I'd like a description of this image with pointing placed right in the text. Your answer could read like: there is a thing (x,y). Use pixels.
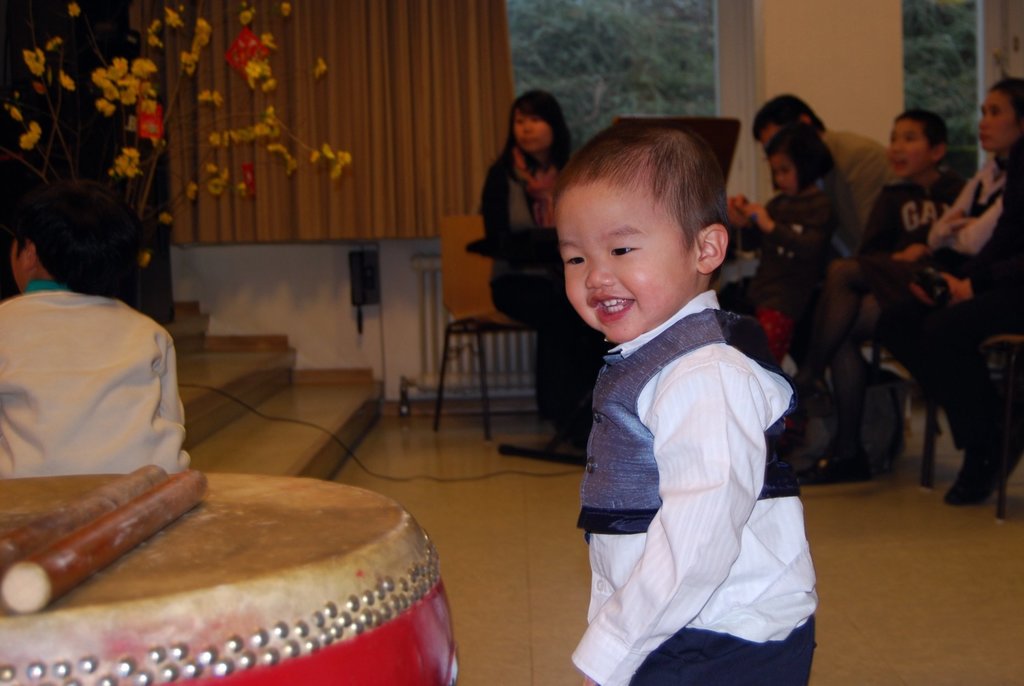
In the picture there is a kid (629,403) who is smiling by looking at the drums (104,595) beside him there is another kid (55,411), there is a plant (147,206) in front of him with flowers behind the first kid (641,345) there are lot of people (842,178) sitting in the background (616,50) there is a window (621,13), a curtain (370,59) and trees (556,22) and a wall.
